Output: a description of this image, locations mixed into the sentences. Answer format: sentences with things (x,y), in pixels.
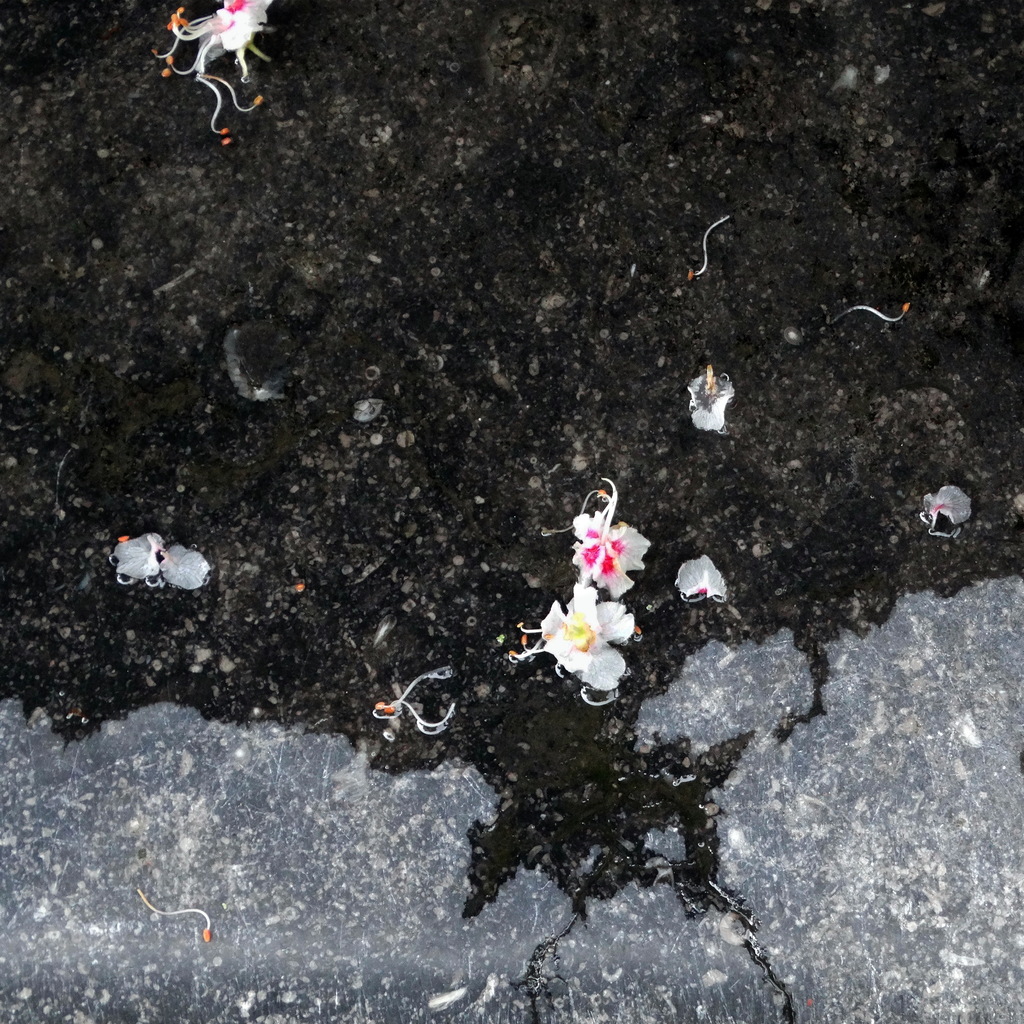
As we can see in the image there is water (550,601) and flowers (221,28).
